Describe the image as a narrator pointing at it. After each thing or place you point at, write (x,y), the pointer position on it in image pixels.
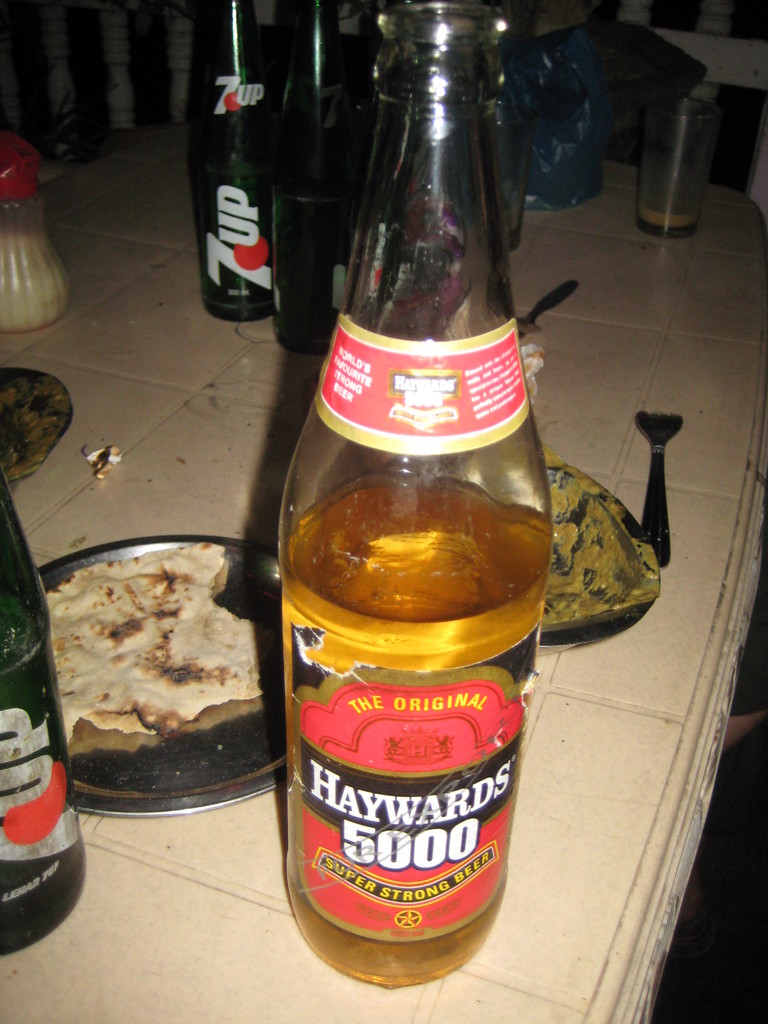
In the image there is a table (612,444), on the table (571,812) there is some food (169,629), beside that there are some alcohol bottles (378,152) and salt bottle (29,209).
